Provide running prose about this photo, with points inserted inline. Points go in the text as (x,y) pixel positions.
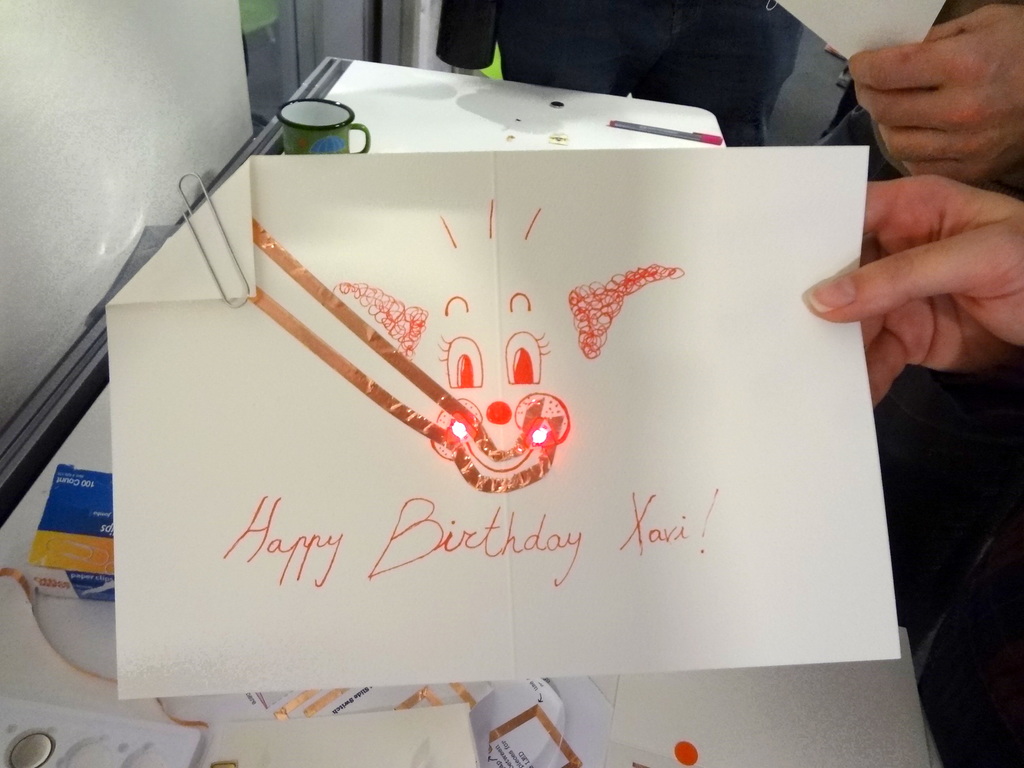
In this image, we can see people (837,313) holding papers (804,309) in their hands (854,303). In the background (434,49), we can see a wall (205,105) and on the table (619,725), there are papers (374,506) and we can see a pen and a cup (342,130).
